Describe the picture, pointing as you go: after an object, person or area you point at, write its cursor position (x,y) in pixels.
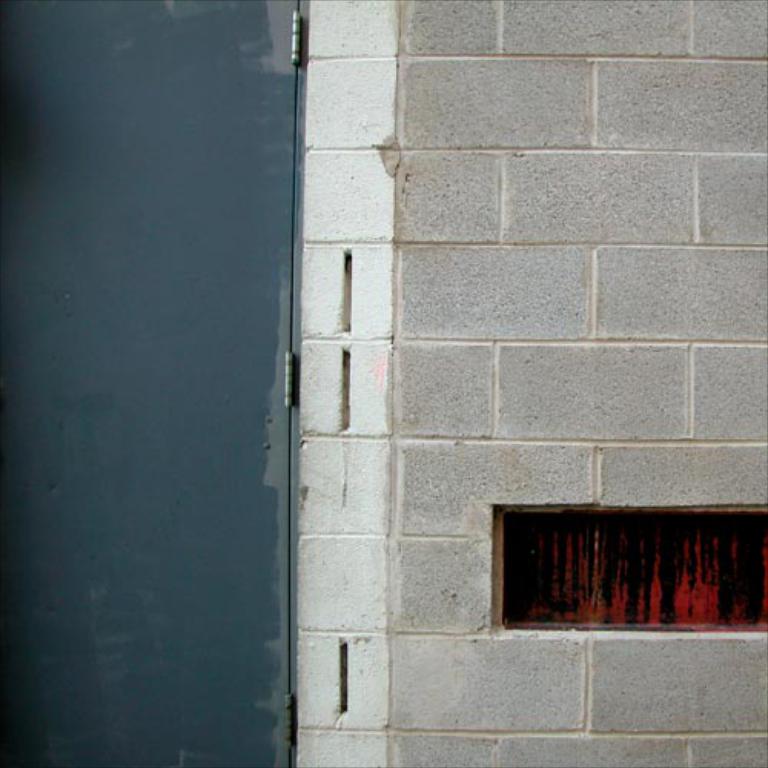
In this picture we can see a brick wall (360,60) and an iron door (151,666).
